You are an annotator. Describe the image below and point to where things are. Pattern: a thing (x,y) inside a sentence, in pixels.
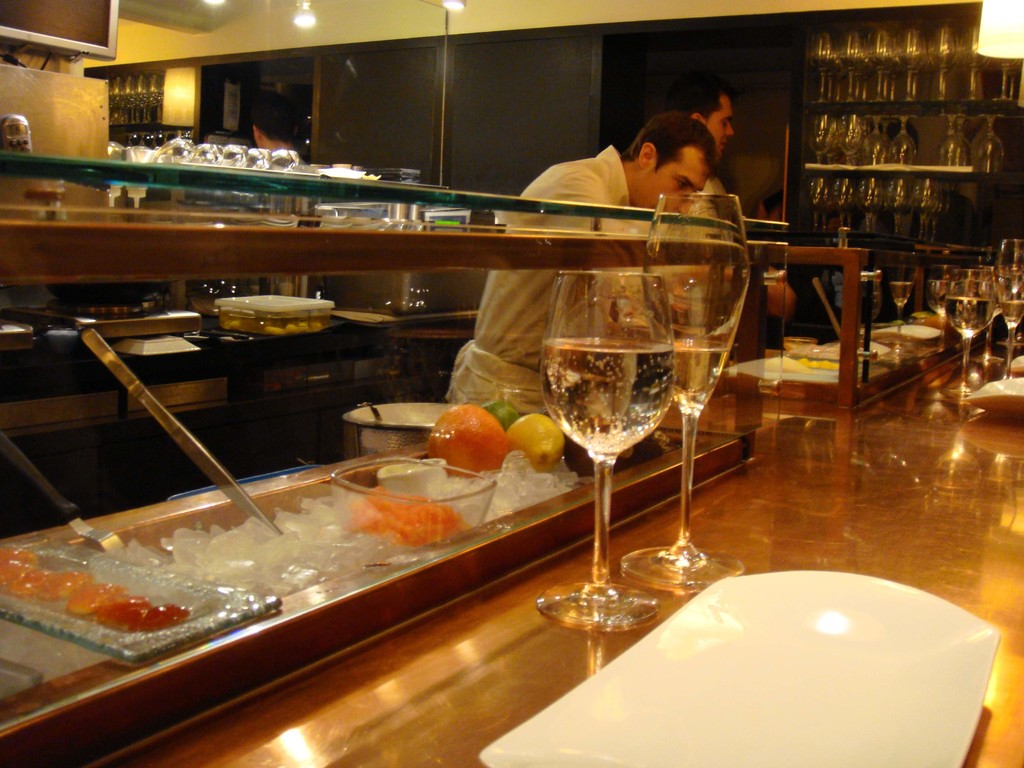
Here we can see two men (642,166) are standing at the table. On the table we can see glasses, plate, ice cubes (327,542), fruits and food items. In the background (7,102) we can see glasses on the racks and metal objects (35,103) and on the mirror (308,42) we can see the reflections (228,68) of lights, wall (246,48), glasses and other objects (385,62).
